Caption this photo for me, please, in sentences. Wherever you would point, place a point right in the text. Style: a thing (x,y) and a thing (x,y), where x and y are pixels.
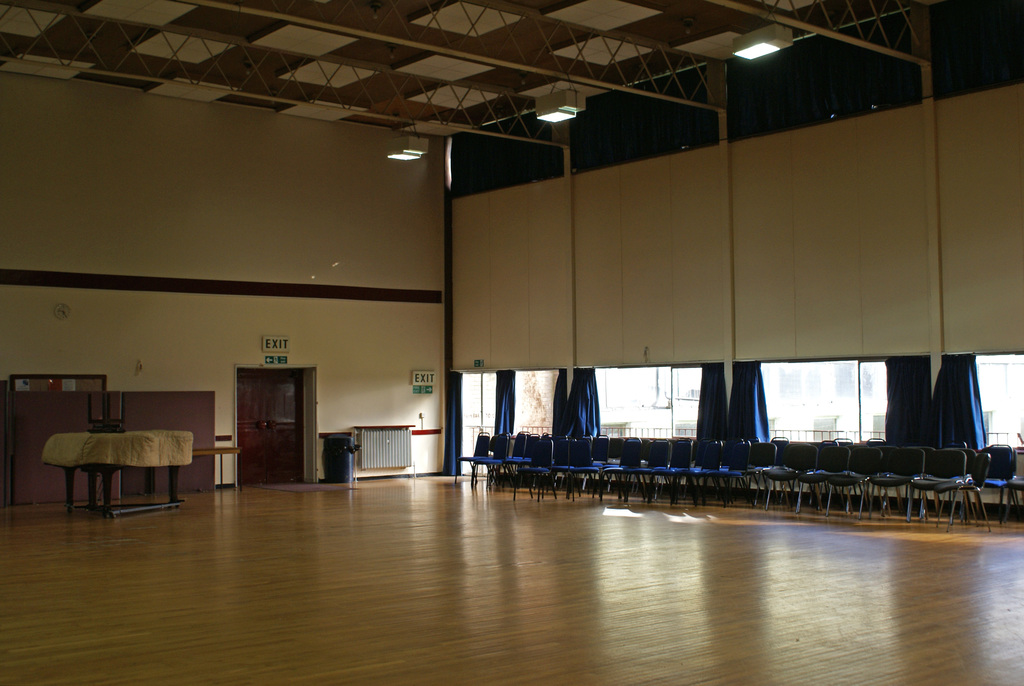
In the picture I can see empty chairs (707,484), doors (270,459), curtains (711,435), a wall (311,345) which has some objects (282,350) attached to it and lights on the ceiling (685,2). This image is an inside view of a hall (544,526).
